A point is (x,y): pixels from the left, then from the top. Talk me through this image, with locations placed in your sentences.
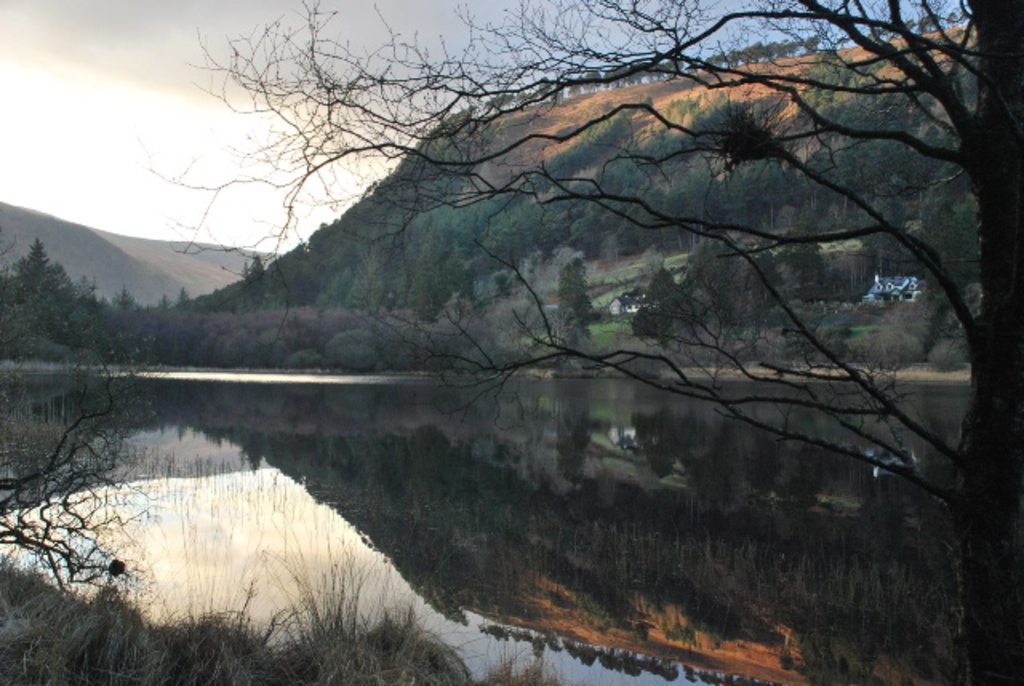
As we can see in the image there is water (334,501), dry grass (104,643), trees (653,235) and hills (100,266). In the background (892,292) there is a house (883,281). On the top (108,77) there is a sky (150,42).
